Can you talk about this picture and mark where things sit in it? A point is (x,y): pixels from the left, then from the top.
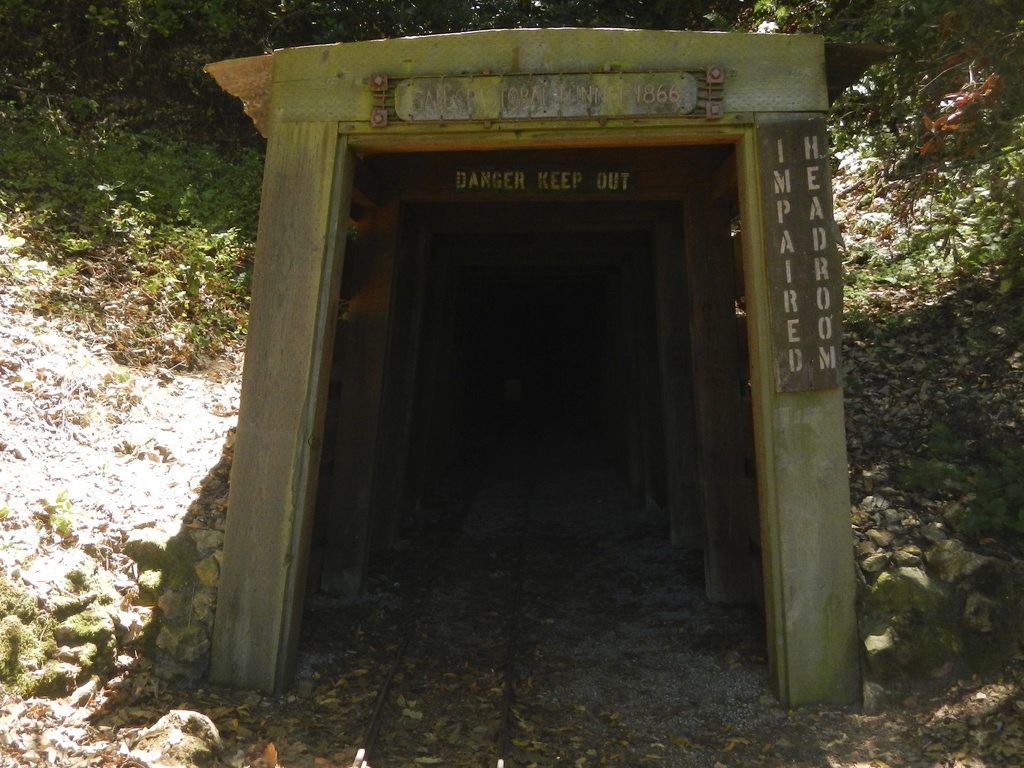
In this picture there is a tunnel (365,368) in the center (526,338). In the tunnel (537,380) there is a track (477,720). In the background (90,195) there are plants (89,111) and stones (989,584).
